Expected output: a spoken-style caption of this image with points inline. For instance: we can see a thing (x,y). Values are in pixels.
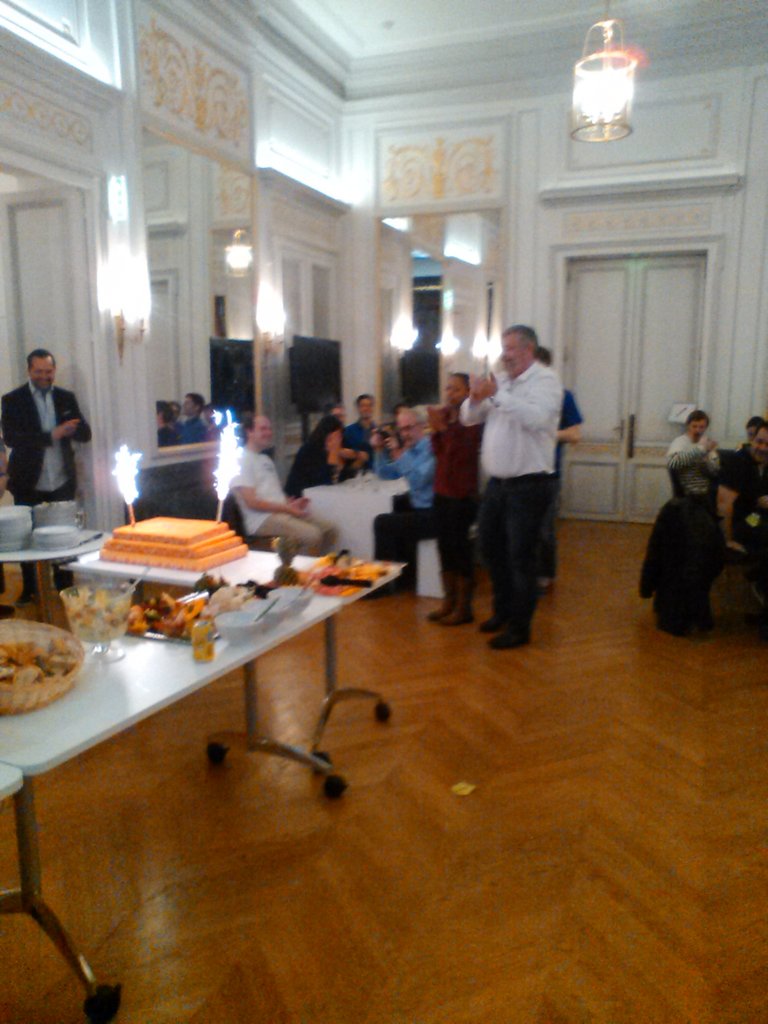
In this image I can see a group of people (383,548) among them few (310,461) are sitting on a chair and few (491,514) are standing on the floor (562,639) in front of a table (152,700). On the table (160,673) we have some objects (131,614) on it.
